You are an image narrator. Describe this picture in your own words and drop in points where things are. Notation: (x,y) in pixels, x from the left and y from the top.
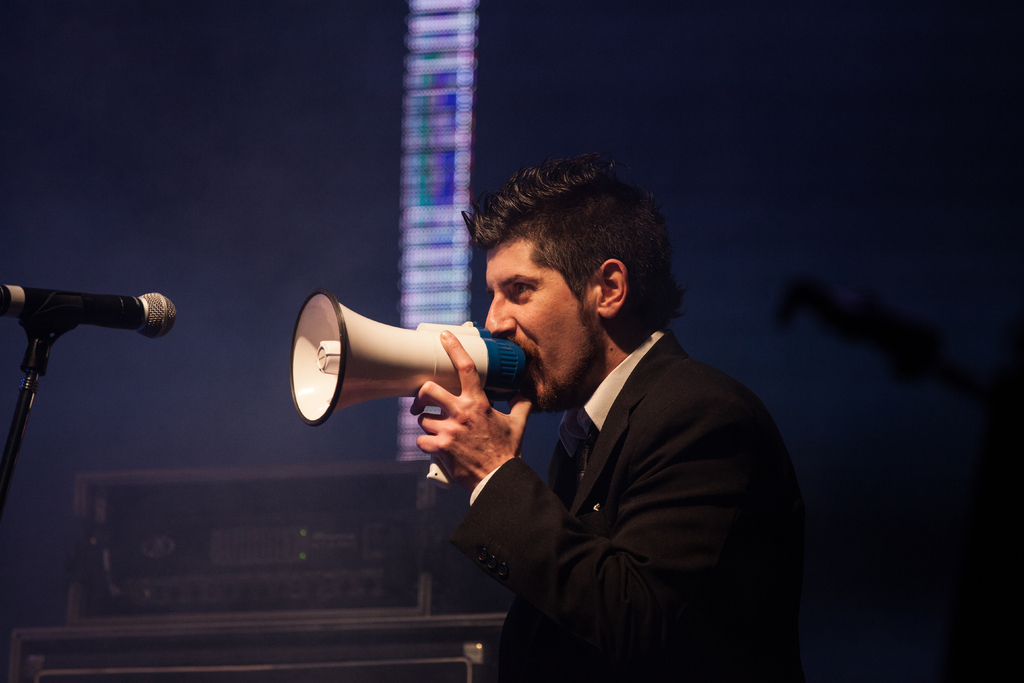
This is a picture of a man (611,240), the man (655,337) in black blazer (647,522) the man (509,509) holding an item (365,350) in front of the microphone (101,309). Background of the man (588,379) is blue color and this is a music system (207,533).
